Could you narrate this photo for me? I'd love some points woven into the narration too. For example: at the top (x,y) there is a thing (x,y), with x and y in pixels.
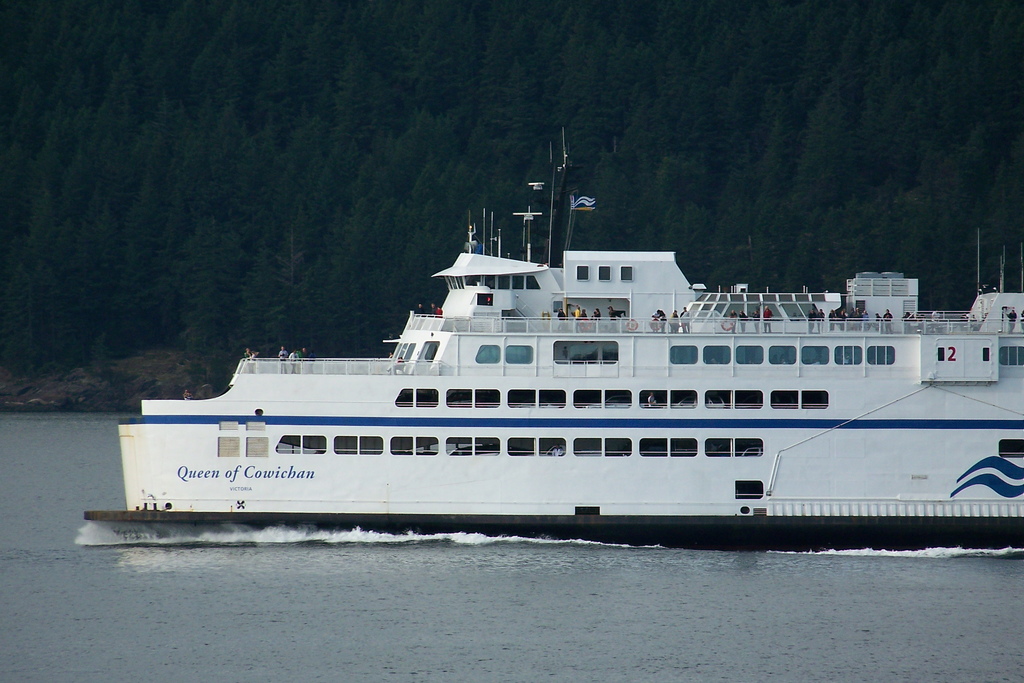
There is a white color ship (391,426) on the surface of water (294,529) as we can see at the bottom of this image (526,589), and there are some trees (324,240) in the background (155,185).
